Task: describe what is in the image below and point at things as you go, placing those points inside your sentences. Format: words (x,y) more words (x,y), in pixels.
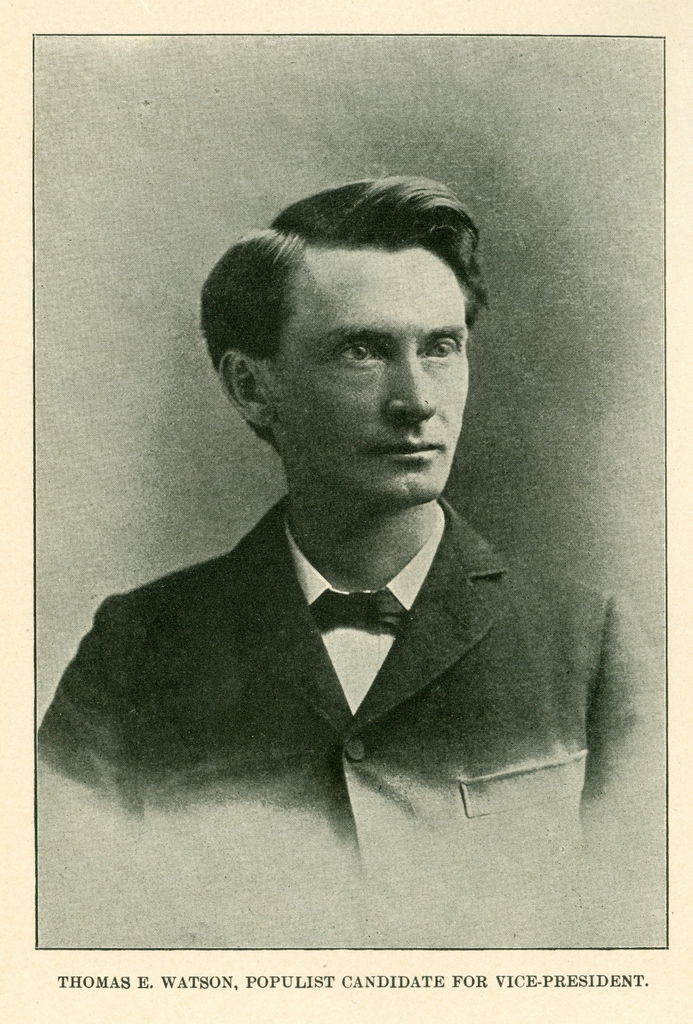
As we can see in the image there is a paper (325,90). On paper (8,798) there is a man (377,615) wearing black color jacket (393,714).
